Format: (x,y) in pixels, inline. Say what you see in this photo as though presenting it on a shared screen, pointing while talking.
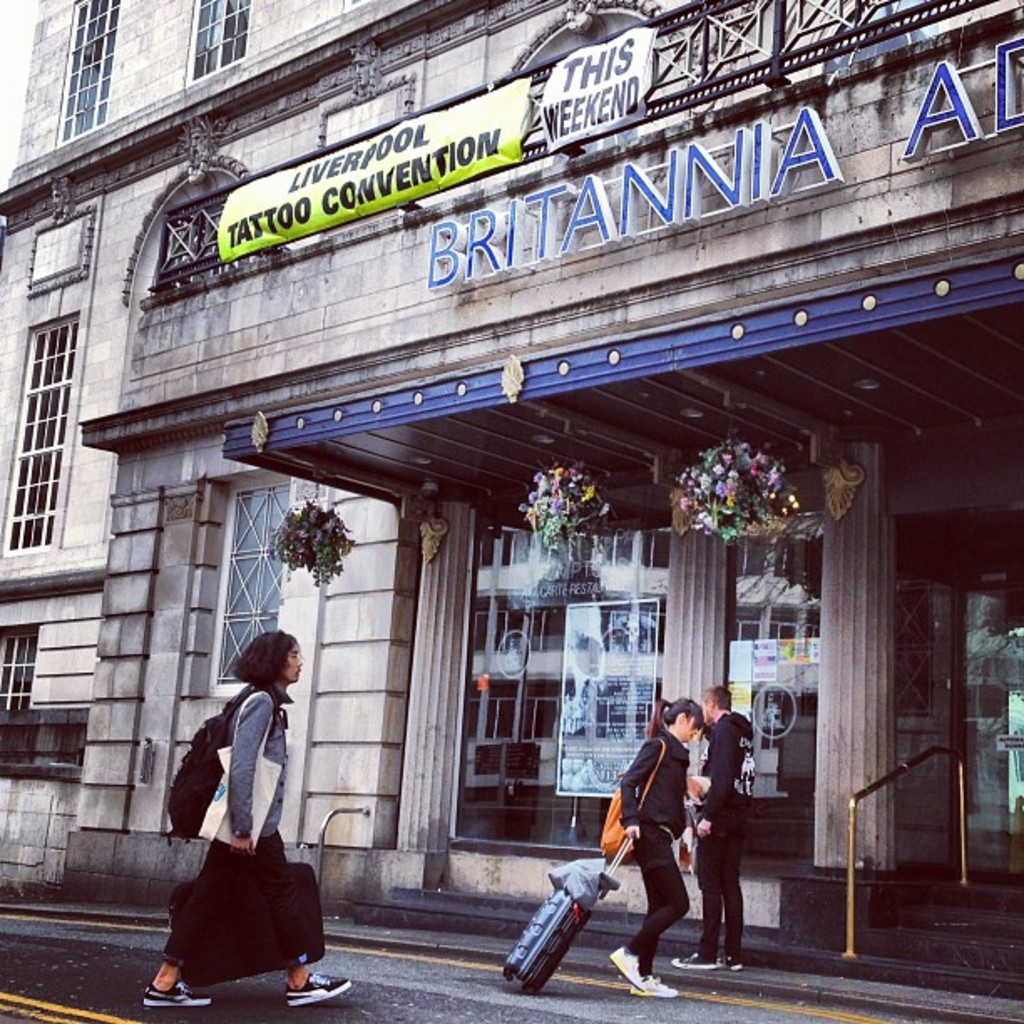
In this image, there are two persons (292,979) walking, there is a man (698,850) standing, there is a building (139,120), on that building (220,296) there is BRITANNIA is written, there are some glass windows (264,580).
